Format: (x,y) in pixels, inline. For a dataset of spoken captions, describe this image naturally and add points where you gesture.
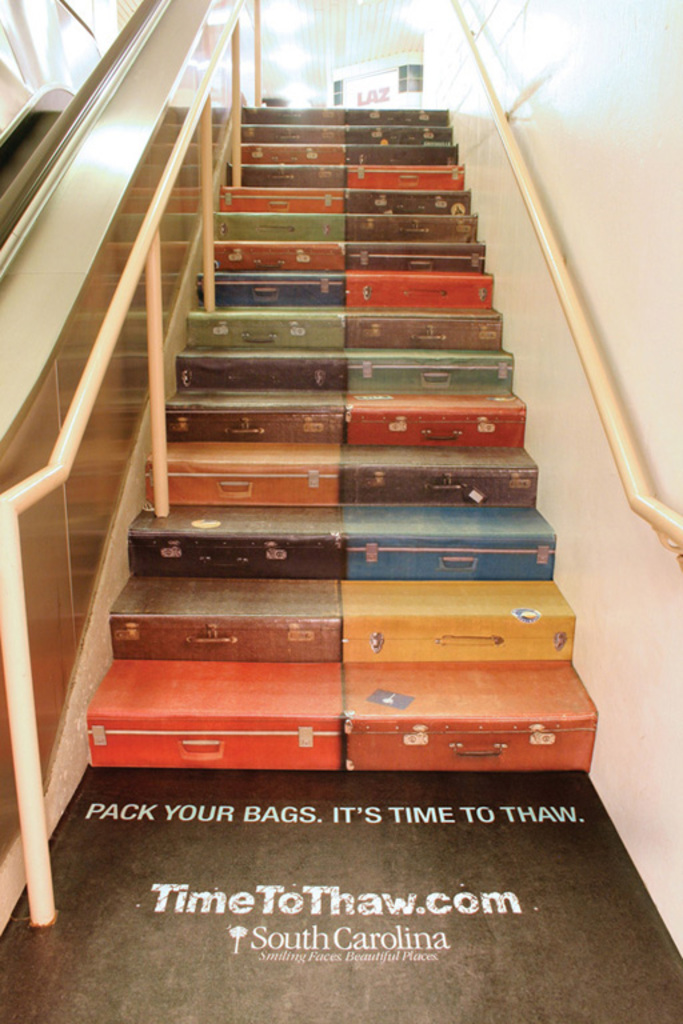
In this image in the center (270,635) there are some suitcases (345,124), and on the right side (527,118) there is wall (667,410) and on the left side (211,258) it looks like a railing (24,637) and poles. And at the top of the image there are some objects (398,99) and lights (414,16), and at the bottom (483,894) there is text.
